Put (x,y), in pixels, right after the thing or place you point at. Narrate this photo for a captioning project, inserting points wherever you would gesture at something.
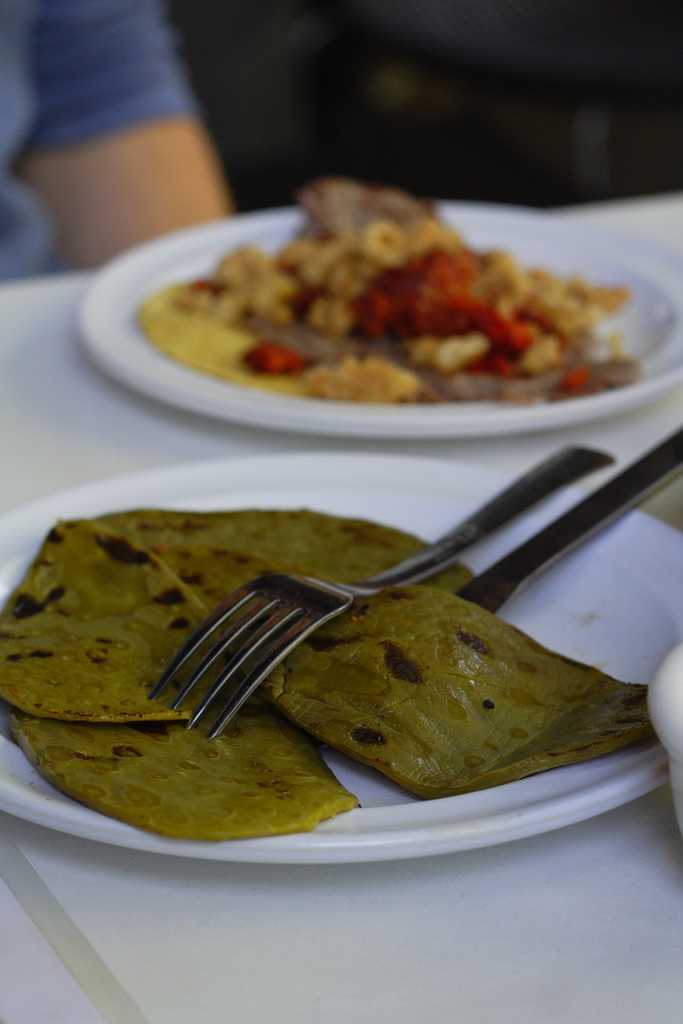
In this image there are food items (349,533) are placed on two plates (678,583). In the one of the plates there are forks (358,591), which are arranged on a table (337,921). In front of the table (84,354) there is a person (74,173) sitting.
